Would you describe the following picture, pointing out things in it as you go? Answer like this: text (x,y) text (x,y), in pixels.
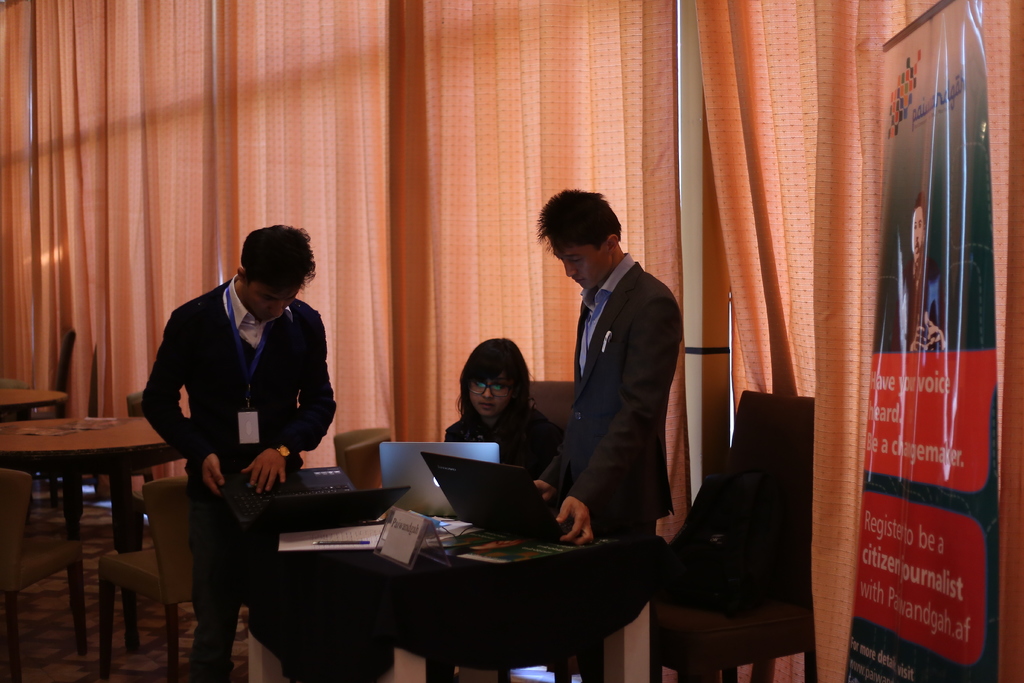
In this picture we can see two persons (230,650) standing on the floor (72,615). These are the chairs (167,578) and there is a table (135,439). Here we can see a woman (487,380) who is sitting on the chair (548,398). These are the laptops (505,472). On the background (472,161) there is a curtain (311,118). And this is banner (921,397).
